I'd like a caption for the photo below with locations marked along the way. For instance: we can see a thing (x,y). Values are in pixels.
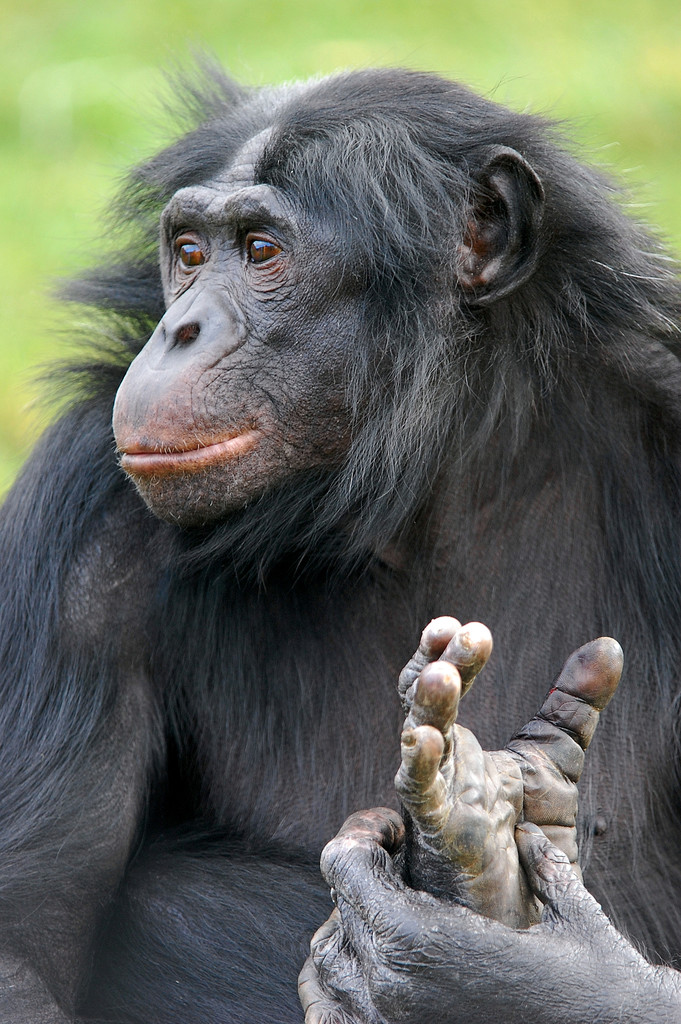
In this image I can see a chimpanzee (189,673) in black color and I can see green color background (660,46).
